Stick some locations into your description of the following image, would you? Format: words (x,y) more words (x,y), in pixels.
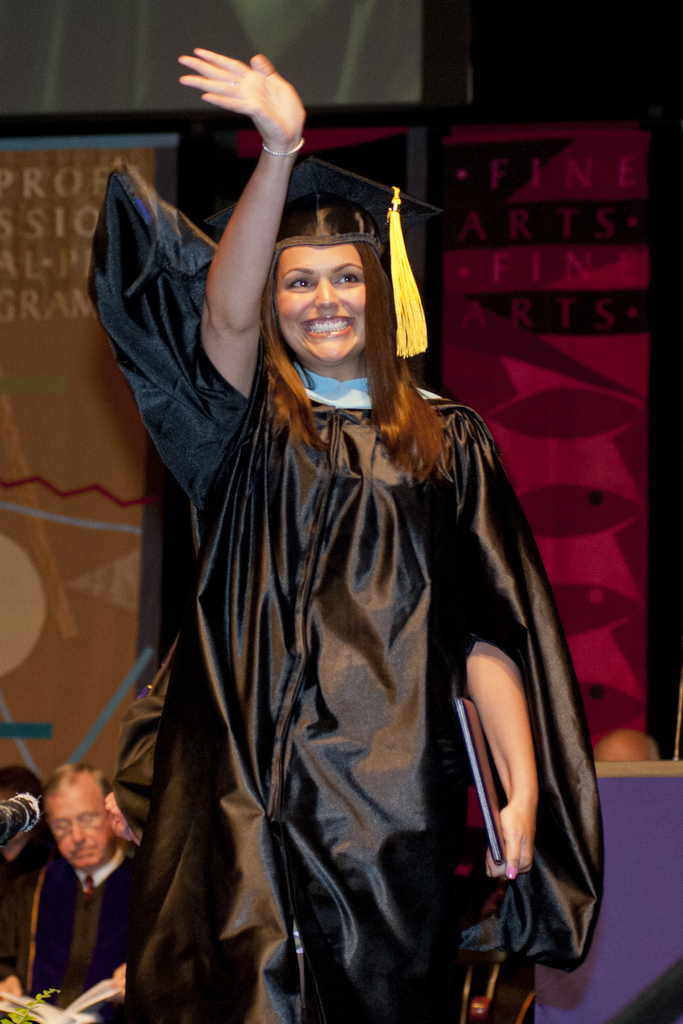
In this image we can see a person (394,791) and an object (8,821). In the background of the image (25,868) there is a person (68,920), name board (4,532) and other objects (2,811).
